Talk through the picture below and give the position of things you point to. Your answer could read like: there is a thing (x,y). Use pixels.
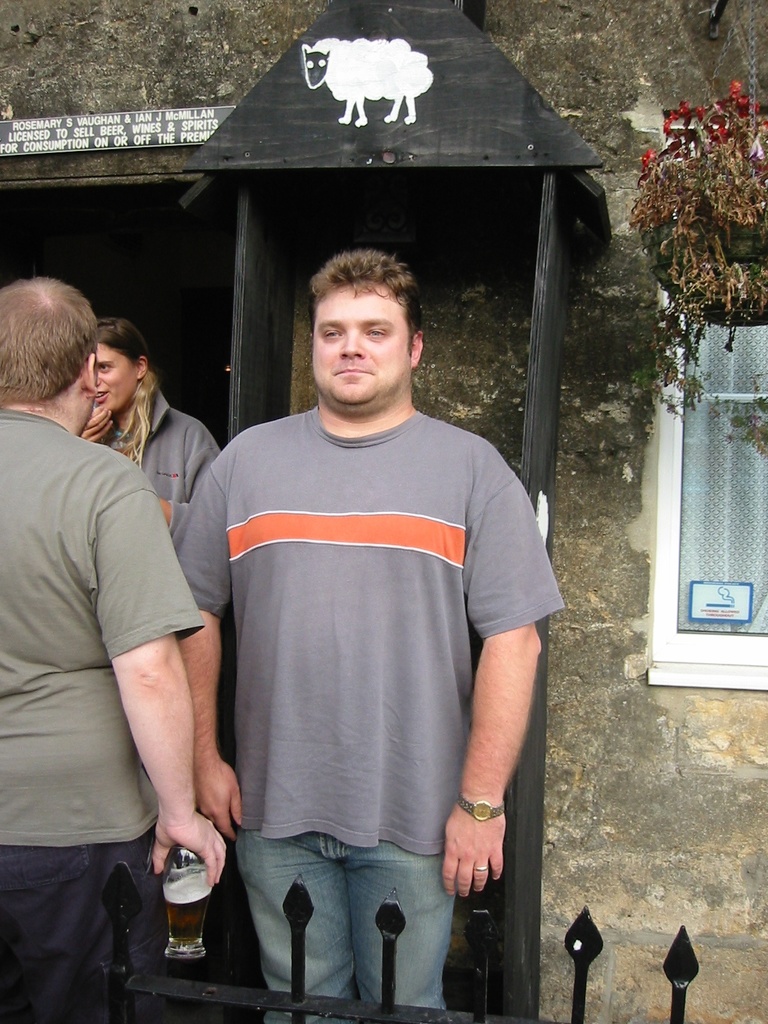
In this picture a guy (439,760) is standing under a black shed (284,341) on which a white sheep (369,63) is drawn. We can also observe two people (138,361) to the left side of the image (144,369). In the background (651,218) we observe flowers (700,225) and glass window (716,423).
